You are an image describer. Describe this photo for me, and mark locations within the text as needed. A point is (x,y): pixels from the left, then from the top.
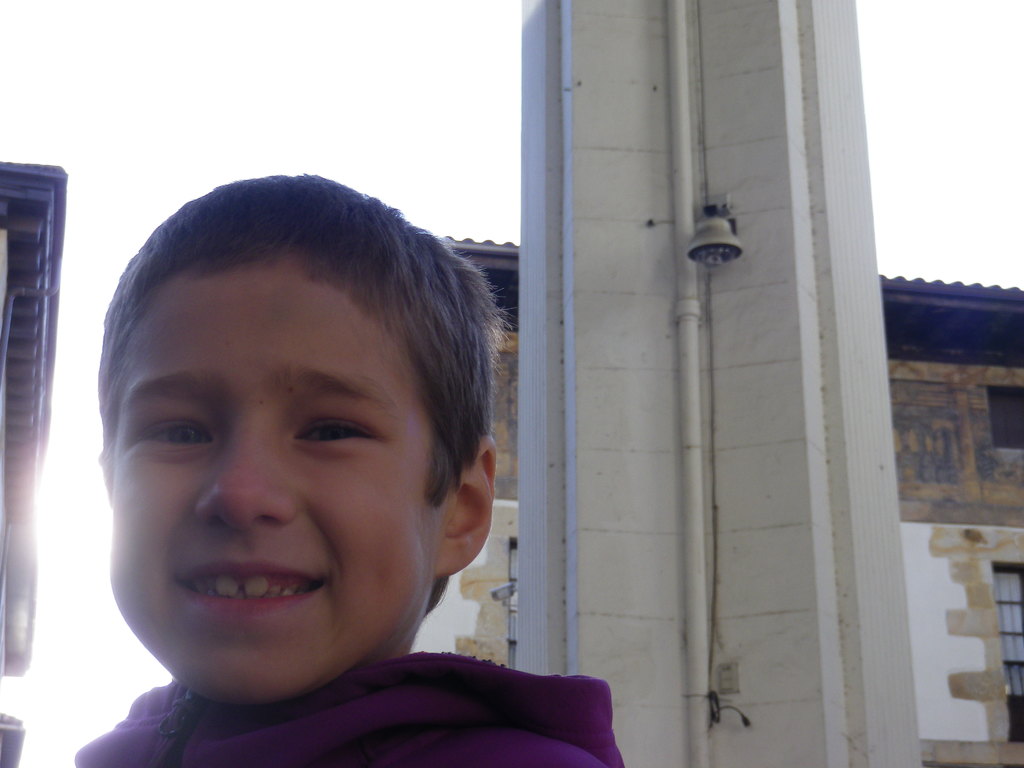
This is boy (364,645), this is house (895,326) and a sky (377,128).
